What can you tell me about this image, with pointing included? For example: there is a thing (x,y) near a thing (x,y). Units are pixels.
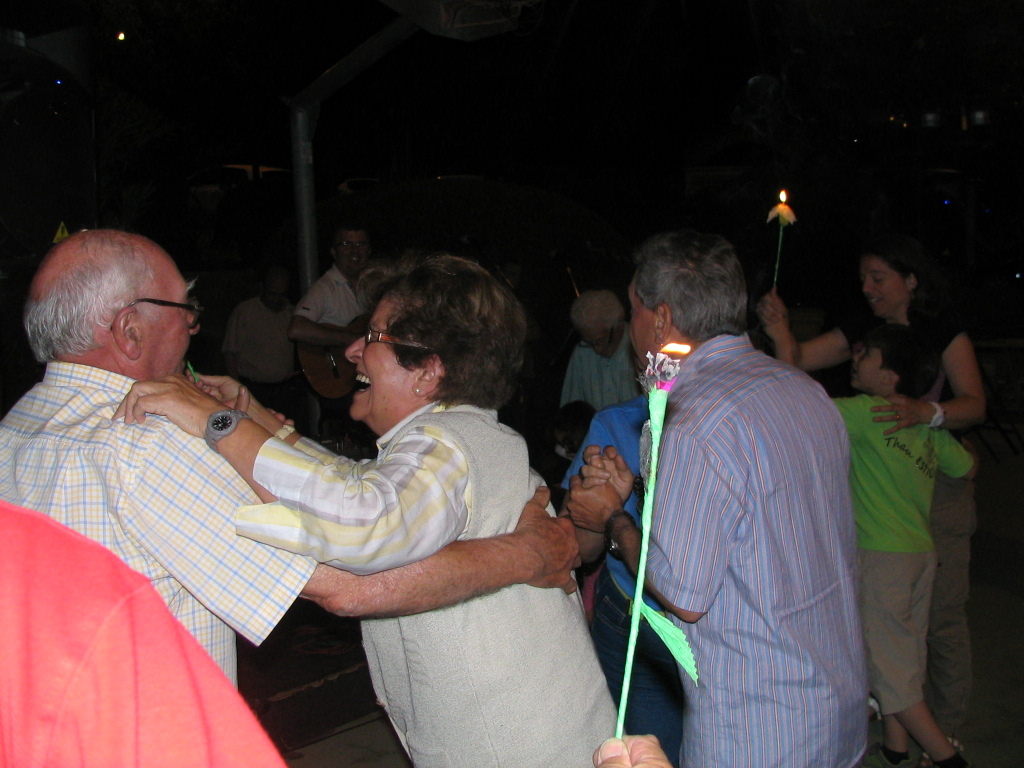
In this image there are group of people (506,508) standing in which some of them holding fire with sticks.
